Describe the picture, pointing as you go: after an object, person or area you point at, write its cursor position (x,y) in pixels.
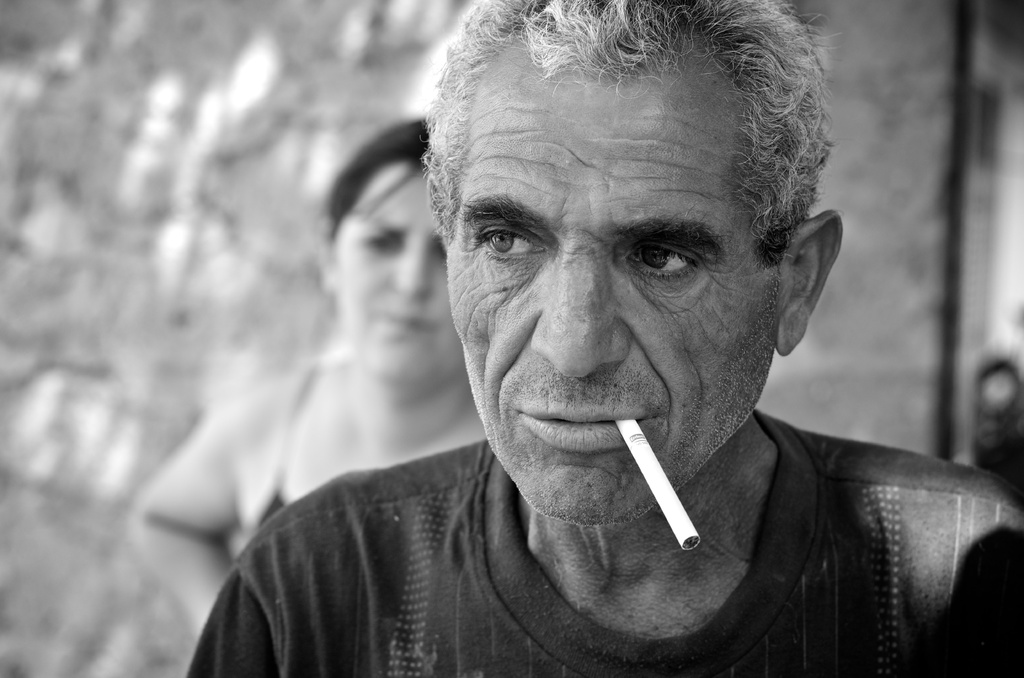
This picture shows a man (725,162) and a woman (247,457) on the back (405,336) and we see a man (699,310) wore a black t-shirt (789,505) and a cigarette (639,435) in his mouth (612,423).
